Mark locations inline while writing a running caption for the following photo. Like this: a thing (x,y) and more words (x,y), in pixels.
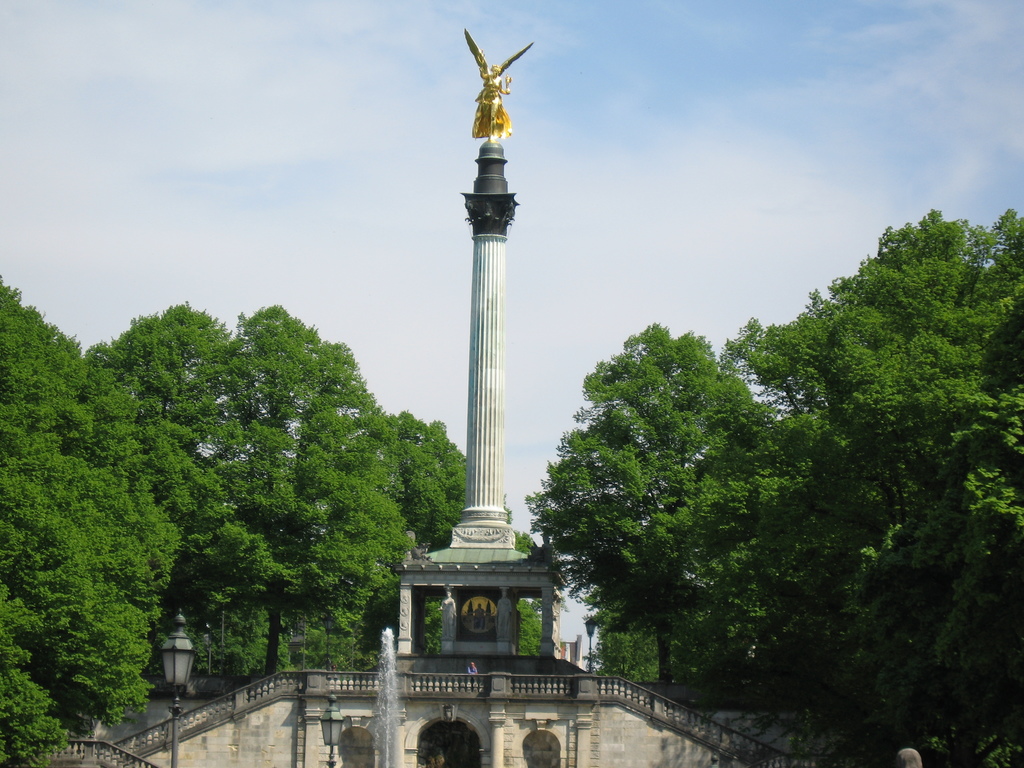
In this picture I can see a memorial (204,747) and I can see a pole light (180,635), few trees (988,572) and a cloudy sky (637,95).
